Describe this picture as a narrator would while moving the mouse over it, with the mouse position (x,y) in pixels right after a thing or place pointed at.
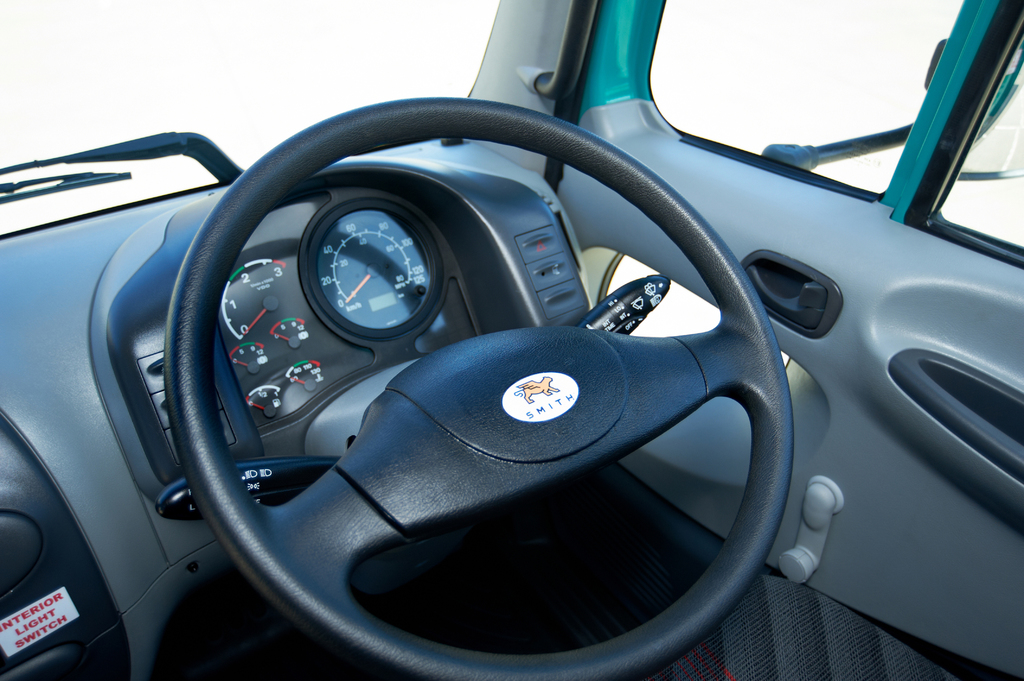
In this picture we can see a inside view of the car (718,505). In the center (410,272) there is a steering (734,256), speedometer (360,242) and fuel meter (271,385). On the left (264,107) there is a wiper (191,147) on the glass (36,132) near to the dashboard (32,253). On the right (944,599) there is a door (858,431) and window glass (1016,135).
